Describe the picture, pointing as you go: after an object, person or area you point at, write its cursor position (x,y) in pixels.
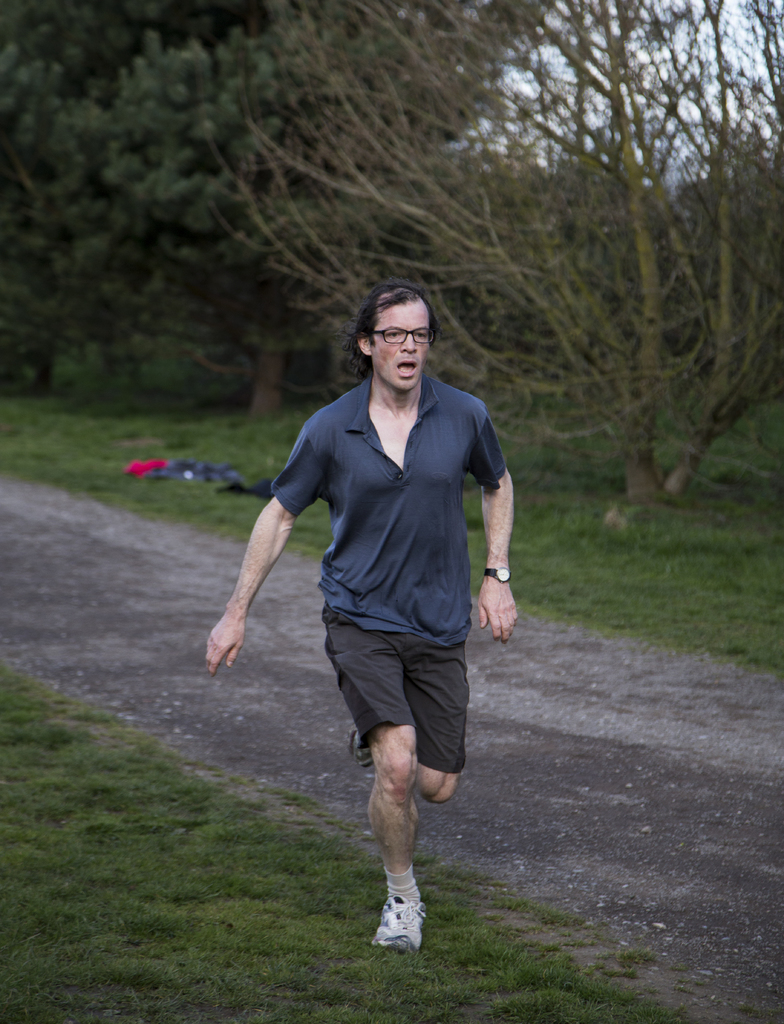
In the picture we can see a man (375,836) running near the road (521,853) and he is with blue shirt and behind him we can see a grass surface (83,464) with dried plant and some trees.
